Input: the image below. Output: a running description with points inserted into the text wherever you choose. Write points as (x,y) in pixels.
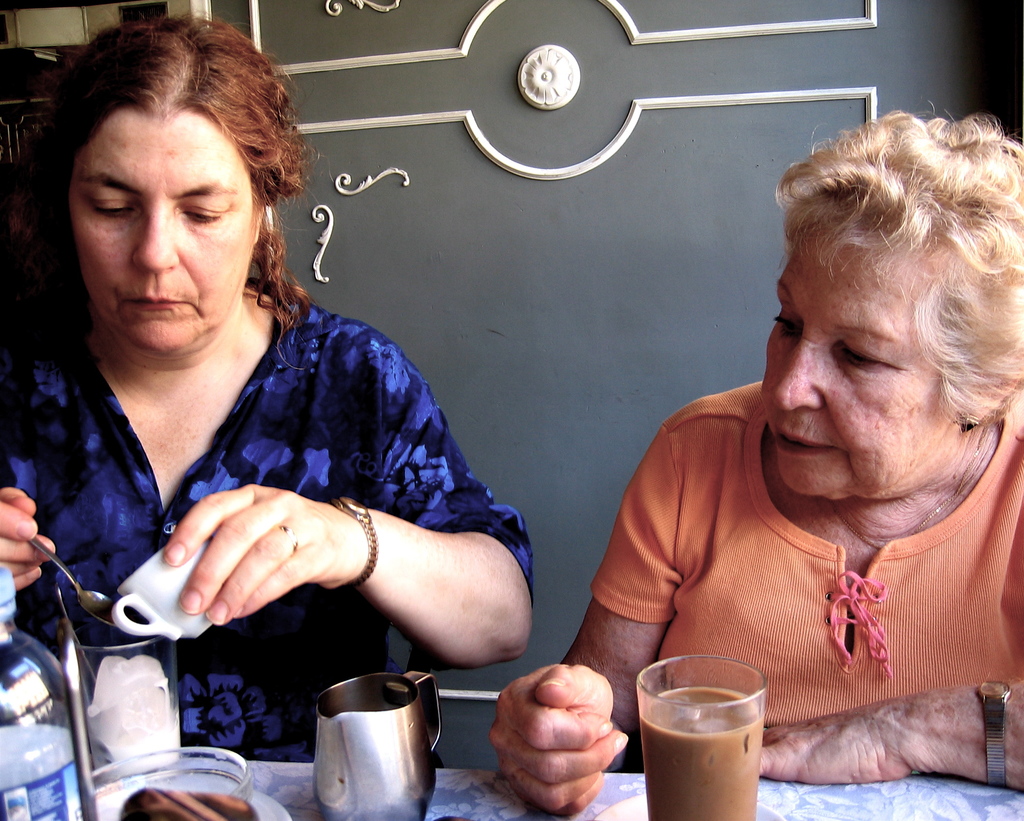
In this image there are two women (593,710) sitting in front of the table (788,791) in which one of them is preparing something in glass (90,692) holding coffee cup (198,622) and spoon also there are jug (327,799), cup (753,770) and bottle (25,743) on the table (773,785). behind them there is a grey wall (428,17).
